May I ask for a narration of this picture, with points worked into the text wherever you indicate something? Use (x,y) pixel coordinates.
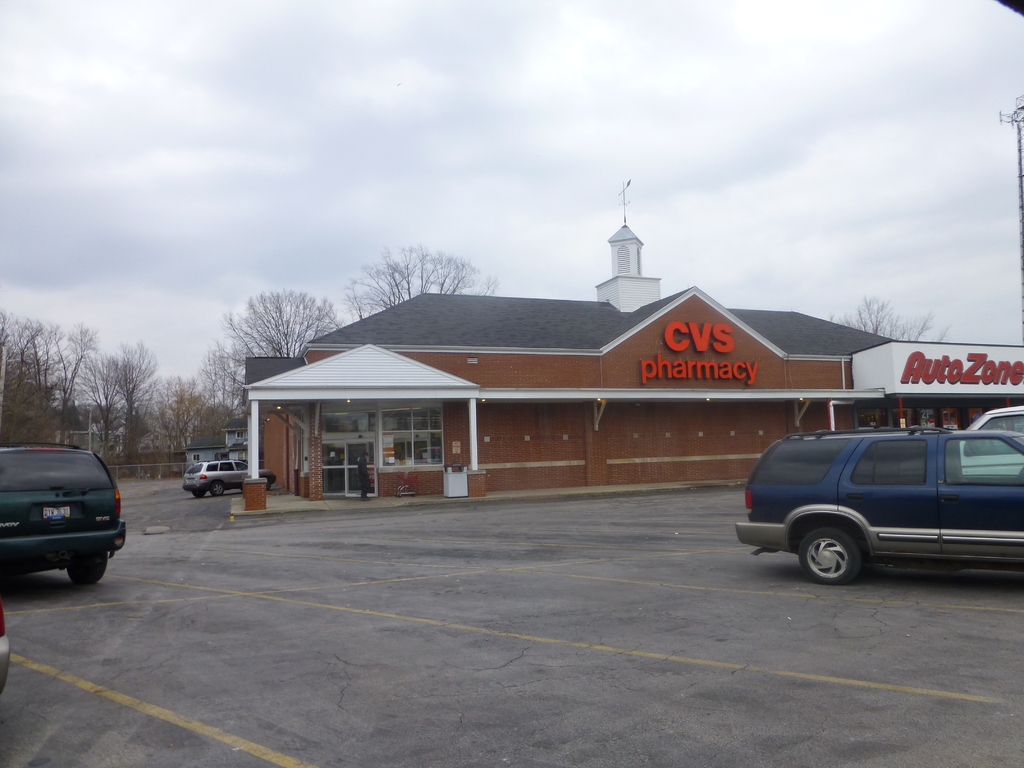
In the picture I can see vehicles (48,559) on the ground (354,560). In the background (580,405) I can see a building (518,373), the sky (248,147) and some other objects (254,482) on the ground (244,518).
